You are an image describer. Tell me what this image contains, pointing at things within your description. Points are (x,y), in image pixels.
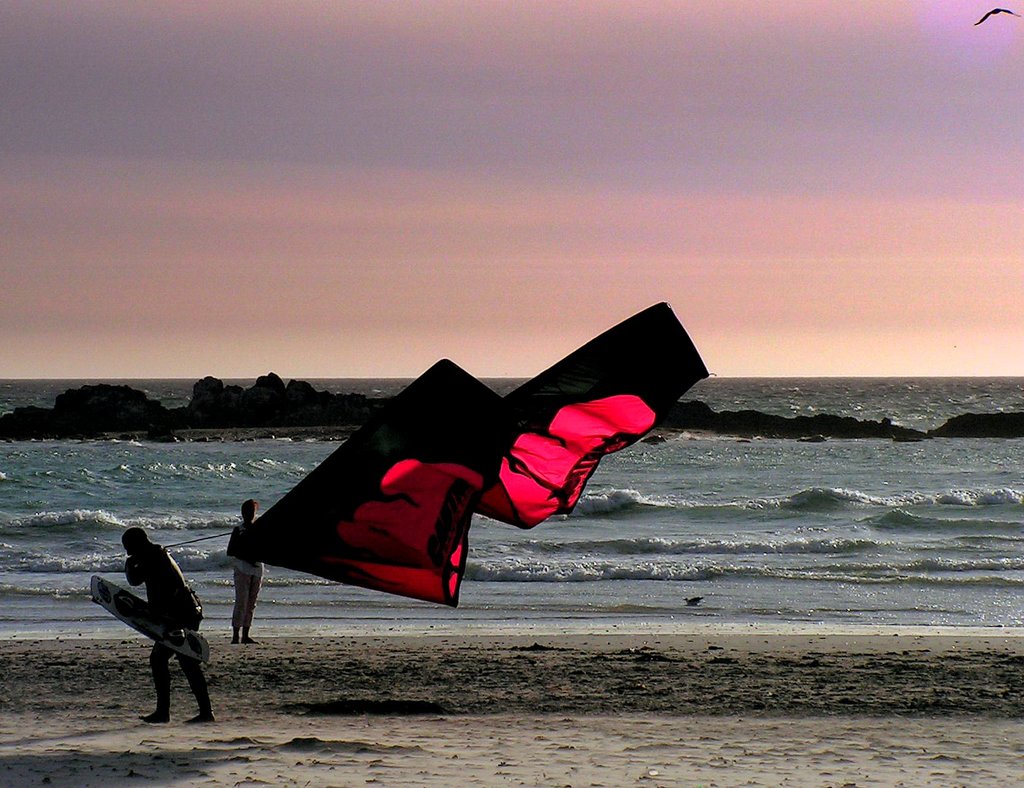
This is sea (790,448). This man (165,617) is holding a surfboard (143,618) and kite (452,488). Far a person (252,514) is standing in-front of this sea (249,496). We can able to see waves (825,532). These are stones (267,415).
